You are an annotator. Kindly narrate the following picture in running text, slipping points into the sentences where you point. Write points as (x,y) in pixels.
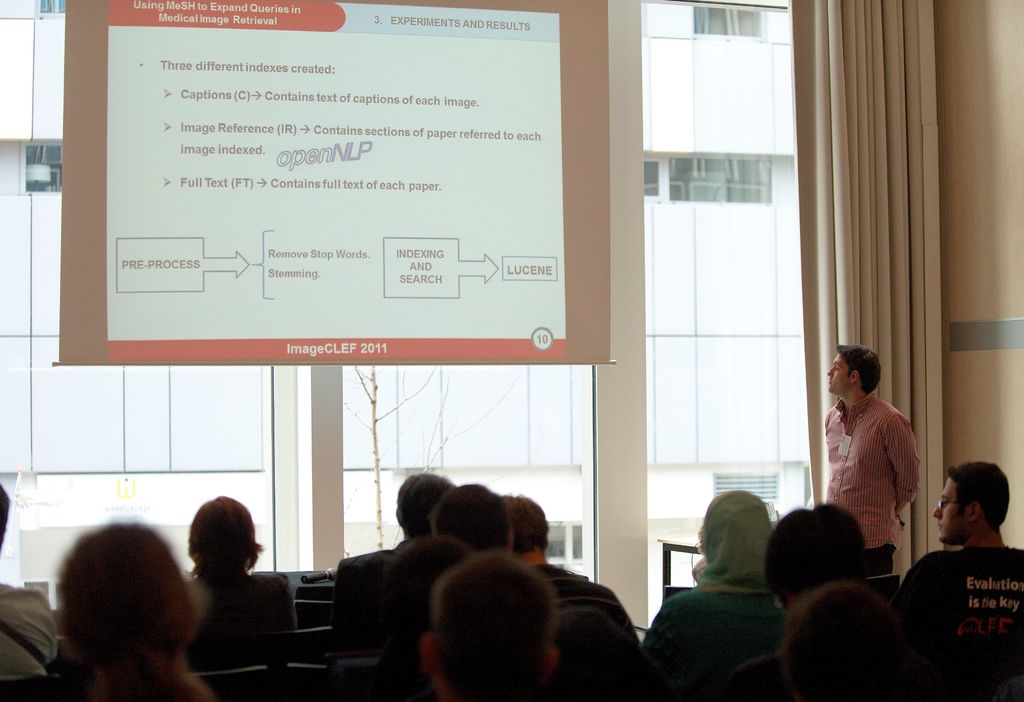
In this image we can see some group of persons (479,588) sitting on chairs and at the background of the image (372,431) there is glass door (427,377), projector screen (238,200) on which some text (219,130) is displaying, there is building (762,192), white color curtain (818,334) and a person (864,402) standing wearing pink color shirt (837,460).
